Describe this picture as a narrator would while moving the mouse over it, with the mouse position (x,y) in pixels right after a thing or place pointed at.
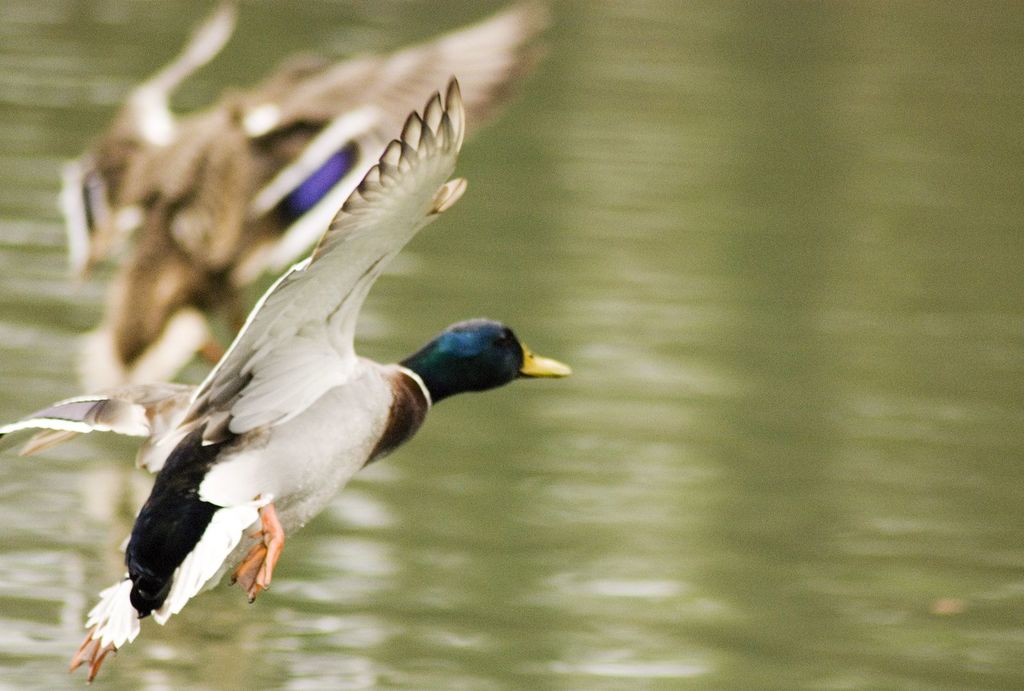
In this image we can see birds (404,210) flying in the water (286,57). In the background (286,57) we can see water (309,37).
